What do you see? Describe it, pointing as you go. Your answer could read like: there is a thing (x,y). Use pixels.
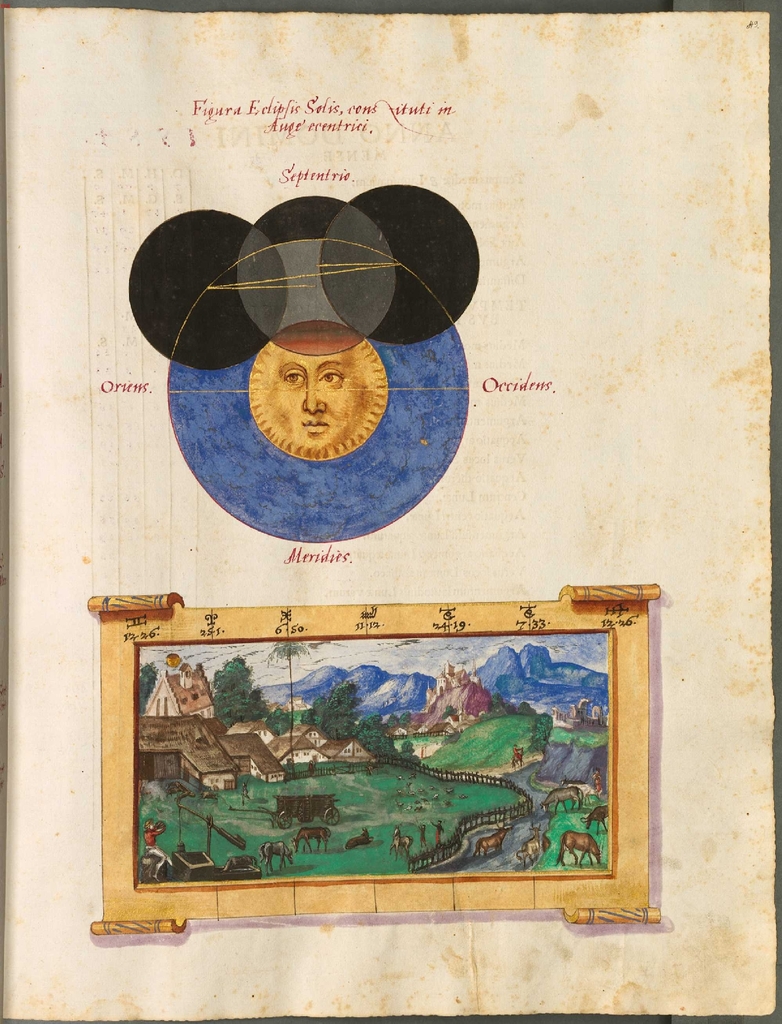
In this image I can see a poster (376,315) in which I can see a photograph (423,747) of a village (422,774) in which I can see the ground (377,799), some grass (387,795), the railing (412,858), few mountains (387,684), few buildings (220,730), few trees (346,690) and the sky (422,657). I can see a person's face (352,435) in brown color.
